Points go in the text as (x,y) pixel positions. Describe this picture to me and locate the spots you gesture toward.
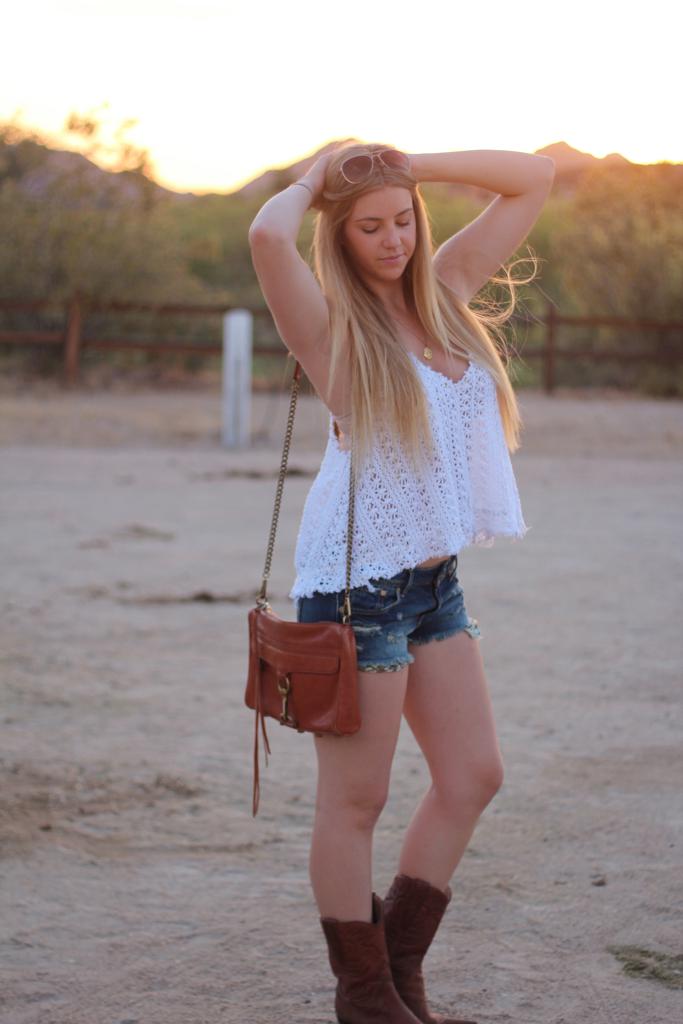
a person (423,532) is standing at the center (427,487). behind her there is a fencing (81,317) and trees (140,240).
